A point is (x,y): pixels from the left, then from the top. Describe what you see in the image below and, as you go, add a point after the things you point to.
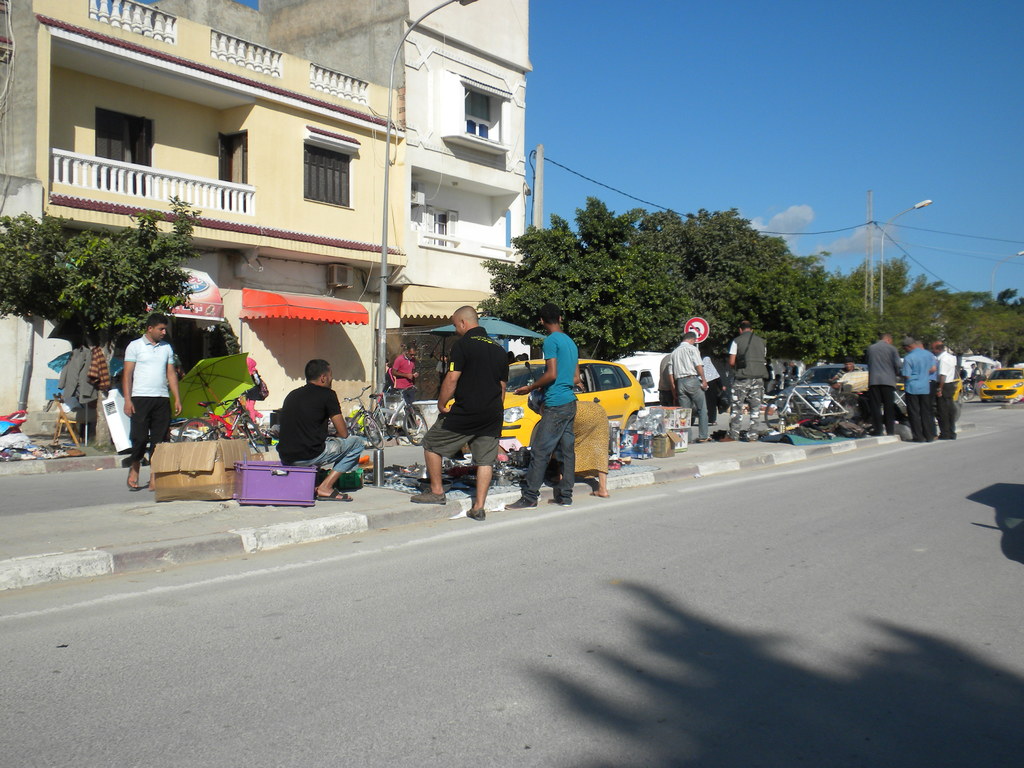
In this picture I can see there are few people (302,427) standing here at the middle of the road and there are few cars (598,390) moving on the road (410,600) and there are bicycles (348,421) parked here on the left side of the road (395,610) and there are trees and buildings (498,245).
